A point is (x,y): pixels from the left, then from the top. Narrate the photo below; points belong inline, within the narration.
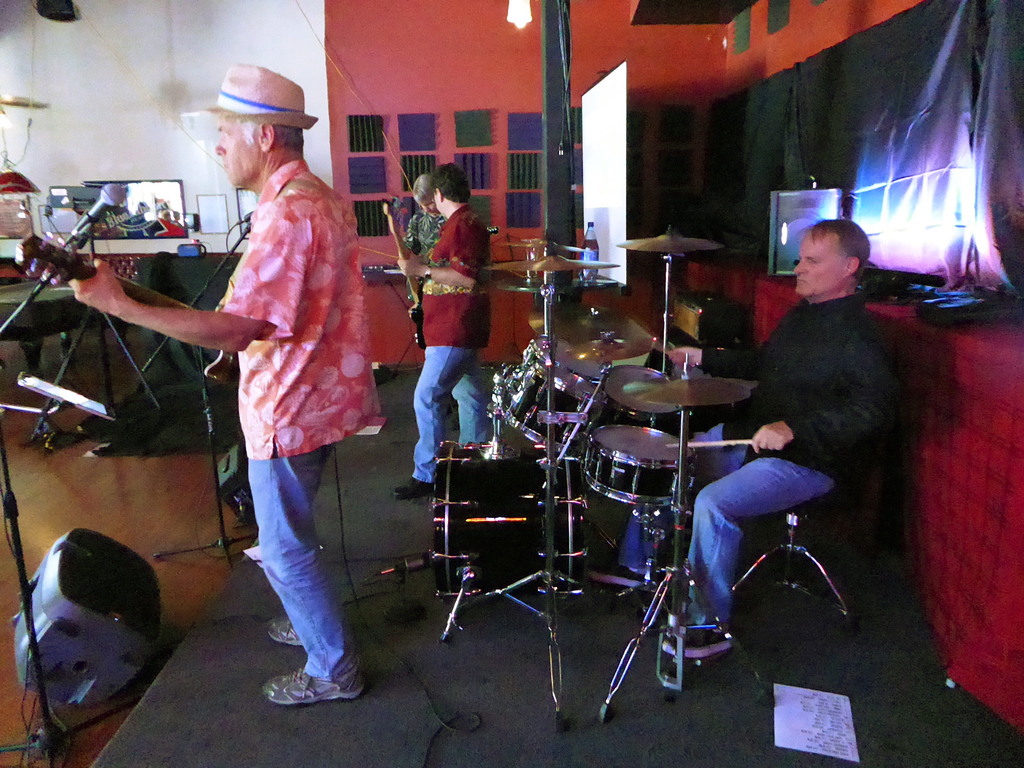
In this image we can see some group of persons (440,406) playing musical instruments (438,468), there are sound boxes (80,588) and at the background of the image (179,32) there is wall (351,70) and some colorful sheets (431,134) are attached to the wall (527,102).
